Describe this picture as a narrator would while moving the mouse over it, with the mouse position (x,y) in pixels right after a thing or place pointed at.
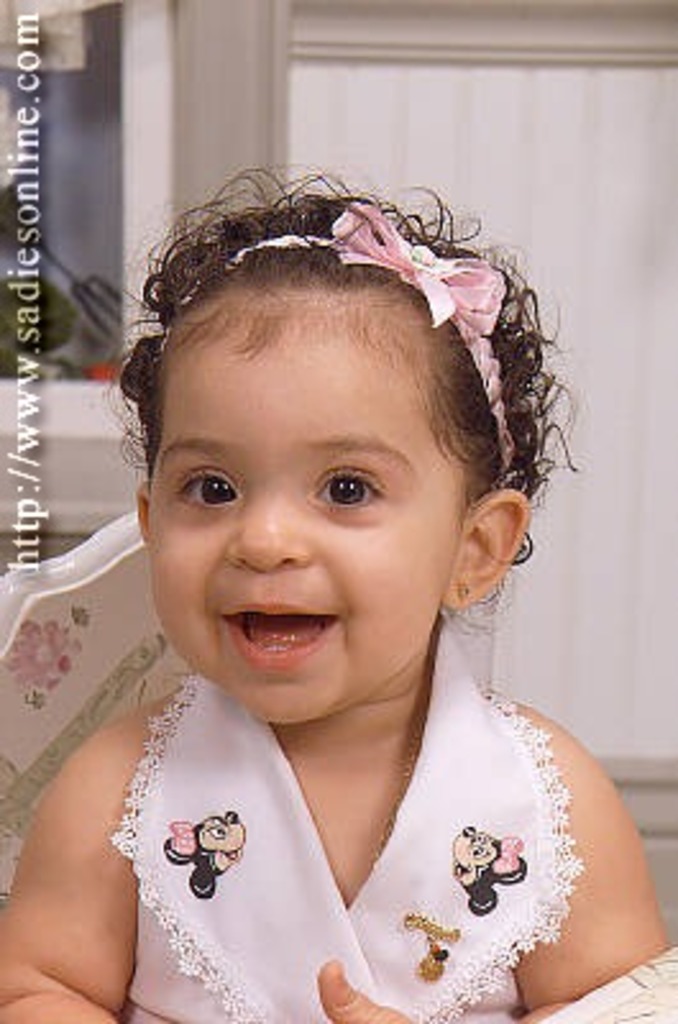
In the picture I can see a girl (280,321) and there is a pretty smile (274,659) on her face (347,504).
